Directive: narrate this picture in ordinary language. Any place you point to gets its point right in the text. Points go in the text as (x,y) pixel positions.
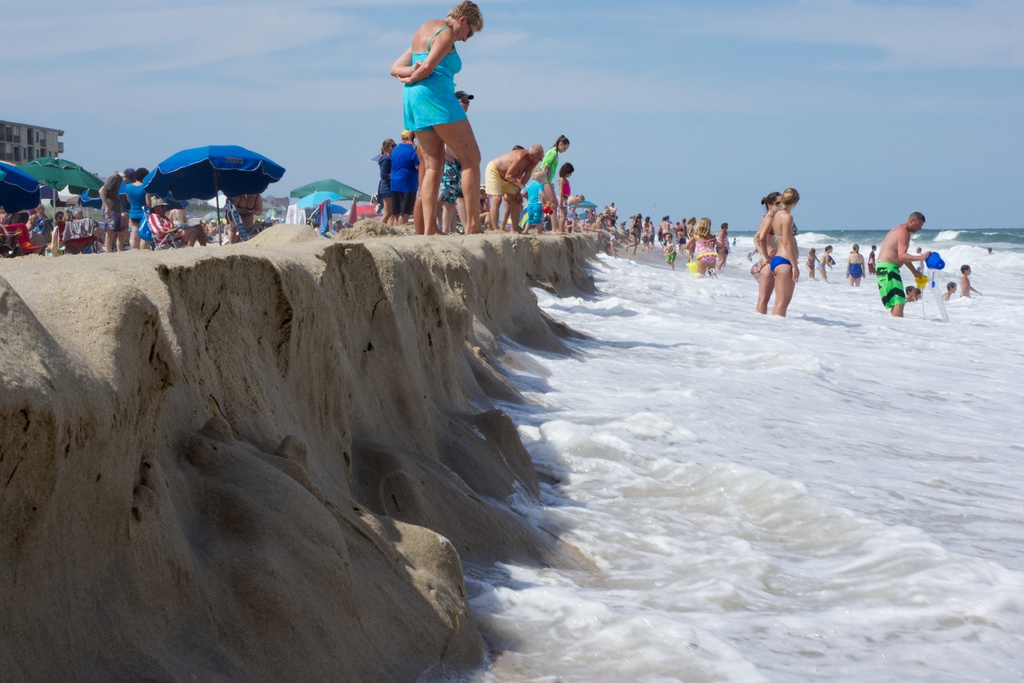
This picture shows few people (768,250) standing in the water (858,371) and few are standing on the seashore (285,235) and we see tents (58,174) and a building (59,135) and we see a blue cloudy sky (678,87).
